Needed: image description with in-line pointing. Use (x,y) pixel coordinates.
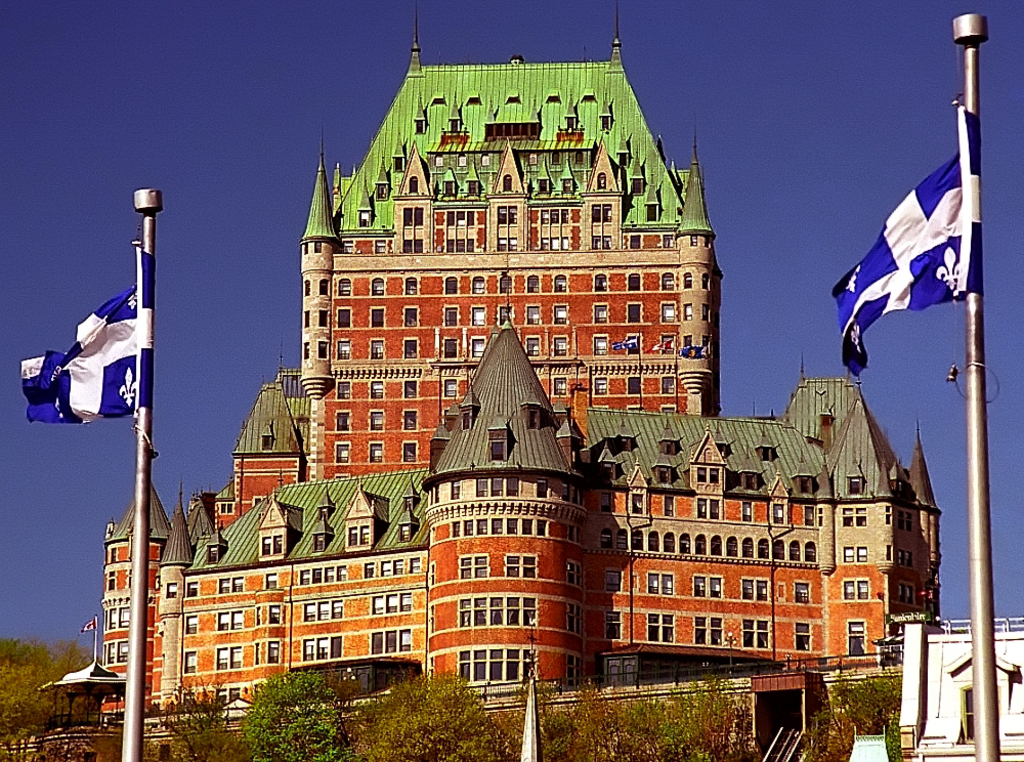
On the left side (130,336), there is a flag (133,395) attached to a pole (158,201). On the right side (968,175), there is a flag (849,280) attached to a pole (992,710). In the background (955,647), there are buildings (181,534), trees (274,711) and there is a blue sky (784,181).
